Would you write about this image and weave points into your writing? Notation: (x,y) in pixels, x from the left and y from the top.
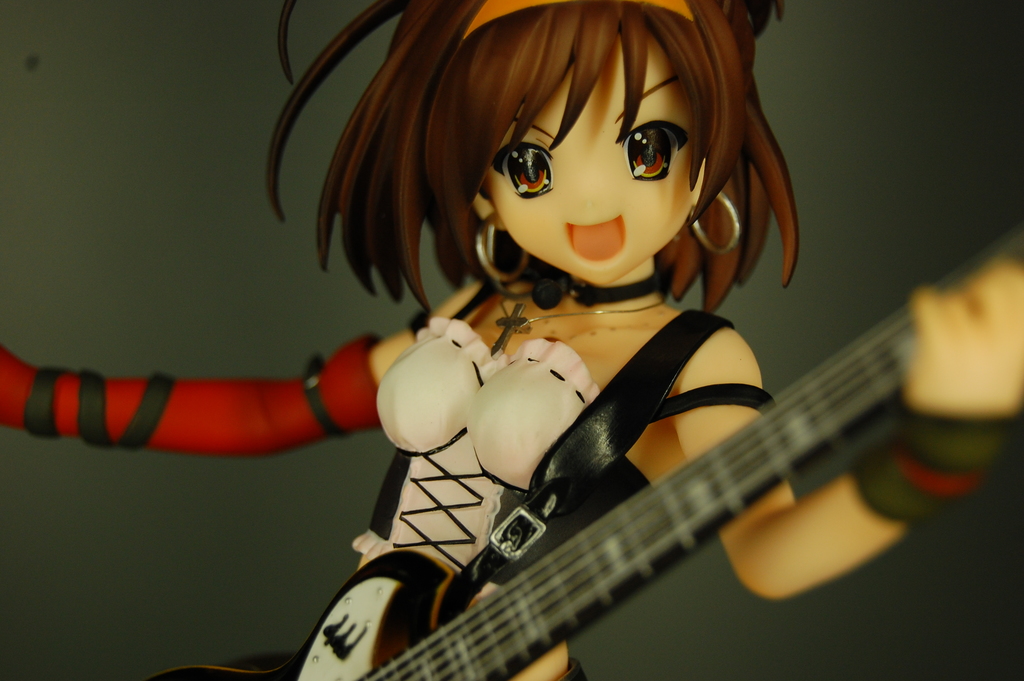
In this image there is a cartoon character (418,247).
